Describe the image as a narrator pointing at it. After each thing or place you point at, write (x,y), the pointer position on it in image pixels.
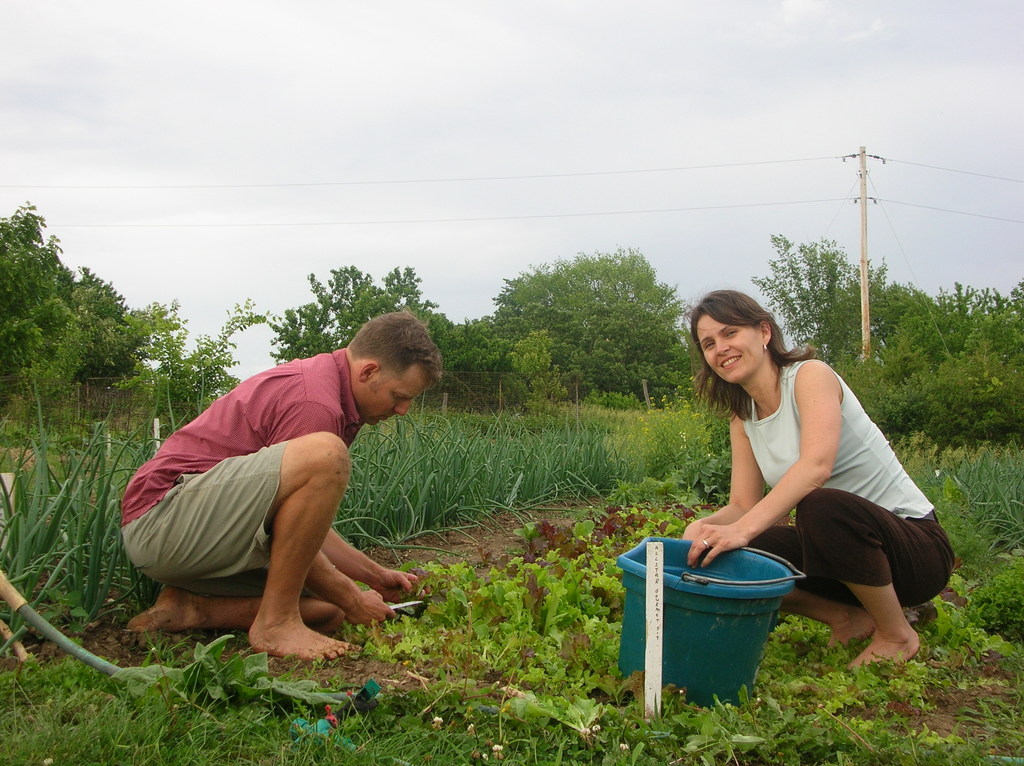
In the picture we can see a surface (467,678) with a grass (639,758) and some plants (440,721) and on it we can see a man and woman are sitting on a knee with a bucket (752,612) and plucking something and the woman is smiling and behind them also we can see some grass plants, trees (537,285), poles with wires (151,225) and a sky (182,263).
